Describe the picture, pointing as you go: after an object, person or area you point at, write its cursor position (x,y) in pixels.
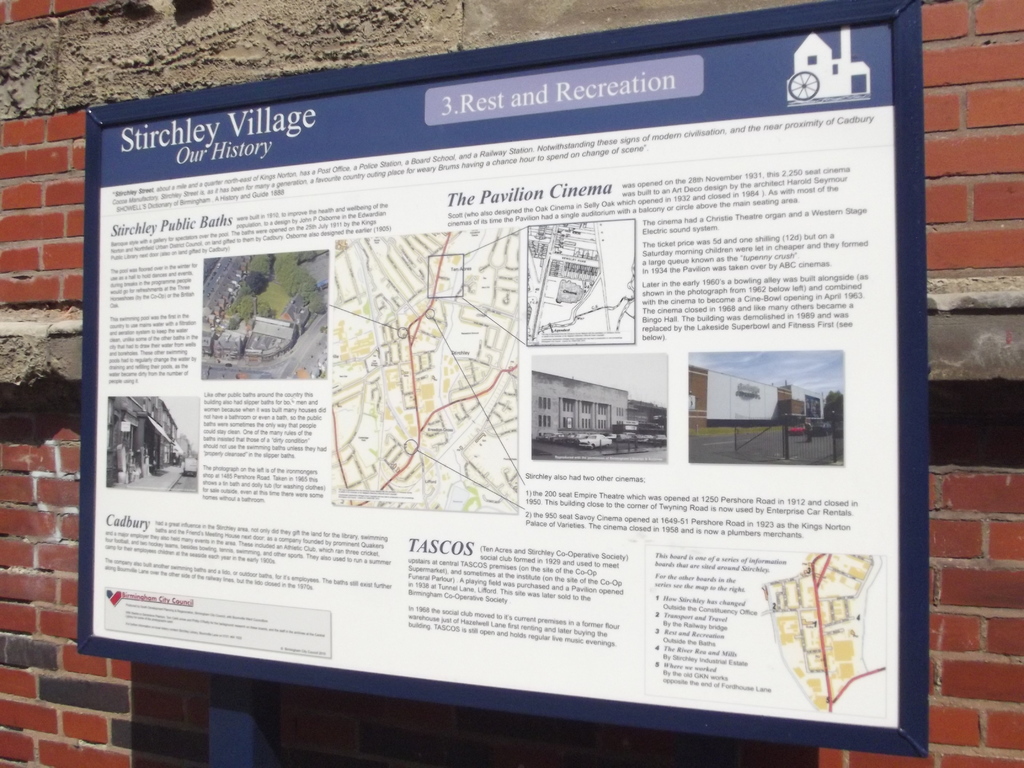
This is an information board (625,628). It is in white and blue color. This board (705,257) is attached with the brick wall (955,146). This brick wall (979,551) is in red color.
